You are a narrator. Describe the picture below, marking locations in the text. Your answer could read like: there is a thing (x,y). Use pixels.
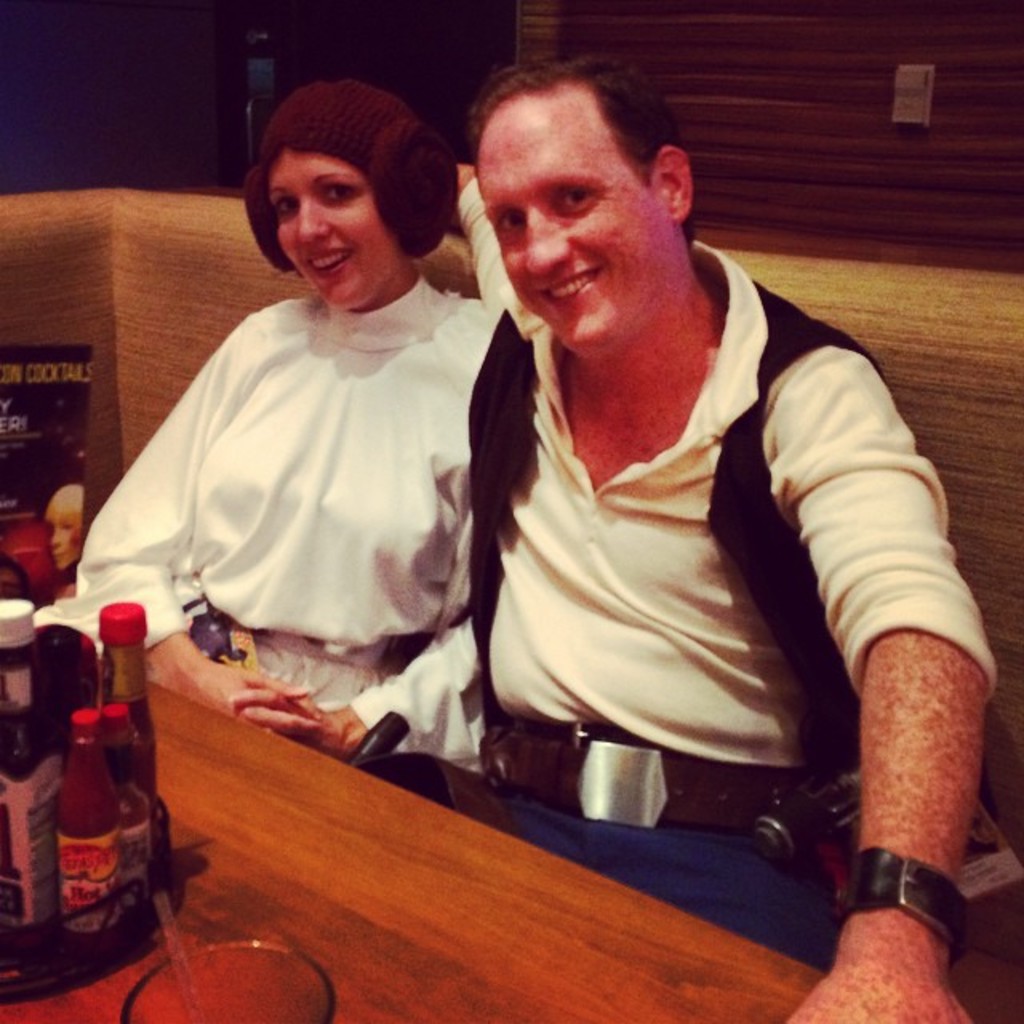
In the picture we can see a man (592,433) and a woman (335,243) sitting on a sofa (932,331) near the table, on the table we can see some bottles of sauce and a glass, man (619,445) is wearing a white T-shirt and woman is wearing a white dress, in the background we can see a wooden wall (799,236).
